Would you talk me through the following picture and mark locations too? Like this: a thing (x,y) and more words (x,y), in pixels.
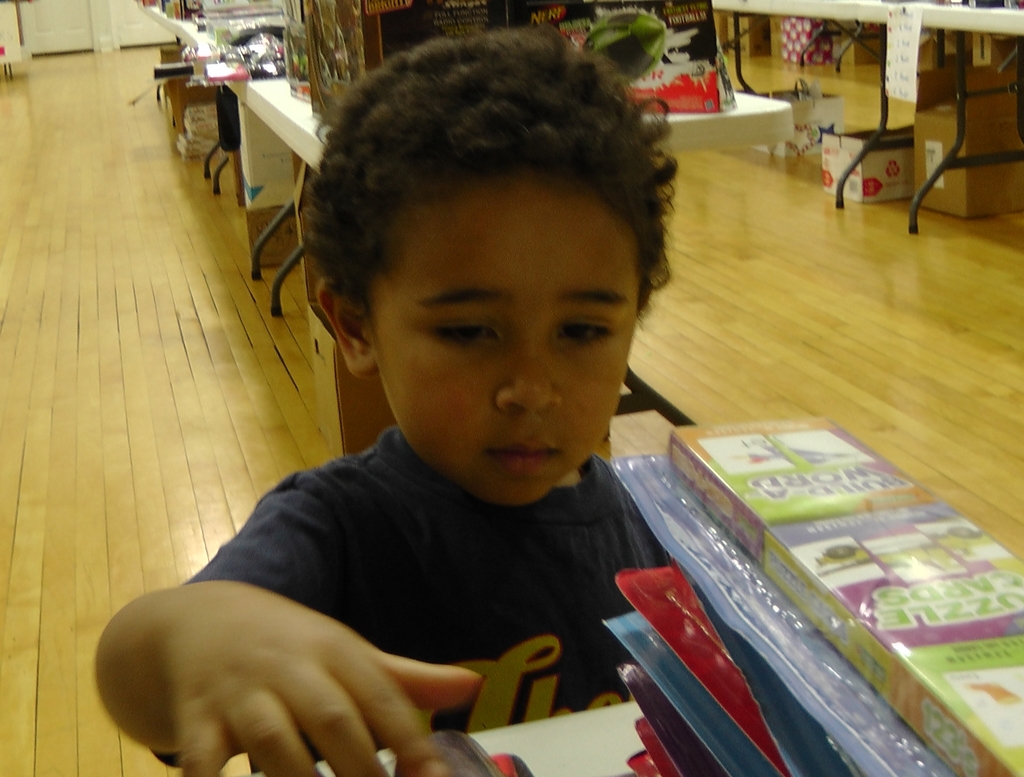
In this image, we can see a kid (654,128) standing, there are some tables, we can see some carton boxes (893,176) on the floor (735,182).
